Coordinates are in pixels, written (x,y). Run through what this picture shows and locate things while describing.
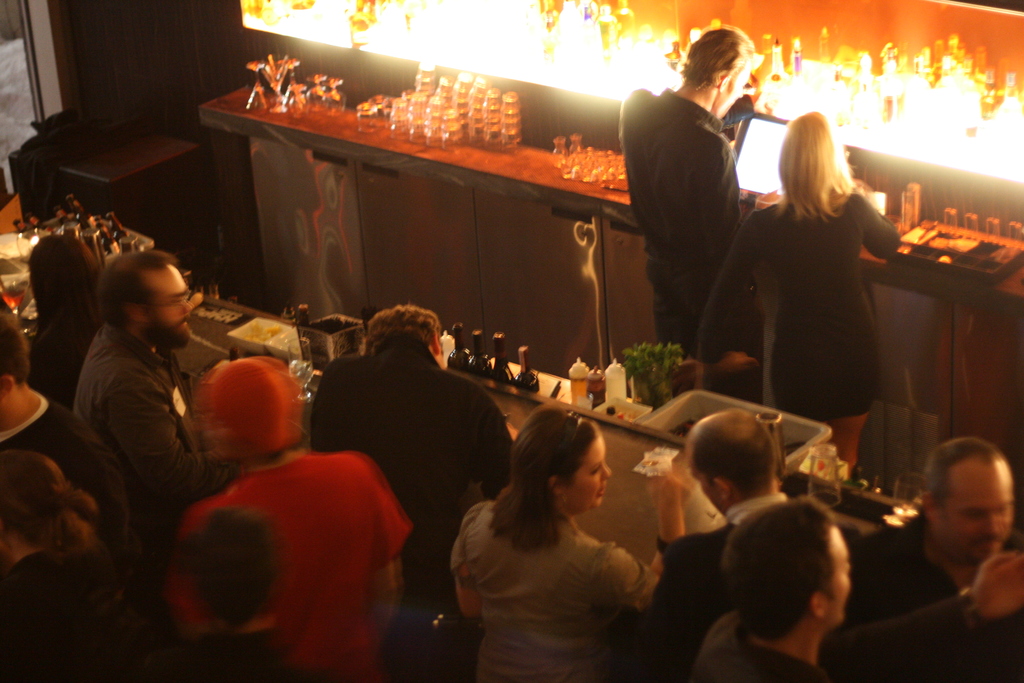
In this image in front (736,563) there are few people (540,541) and in front of them there is a table (258,329) and on top of it there are wine bottles (461,356), glasses (302,400) and few other objects (671,416). On the backside (506,146) there is a table (473,154) and on top of it there are glasses (515,124), laptop (776,177). In front of the table (886,278) there are two people (783,286) standing on the floor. In the background (999,136) there is light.
